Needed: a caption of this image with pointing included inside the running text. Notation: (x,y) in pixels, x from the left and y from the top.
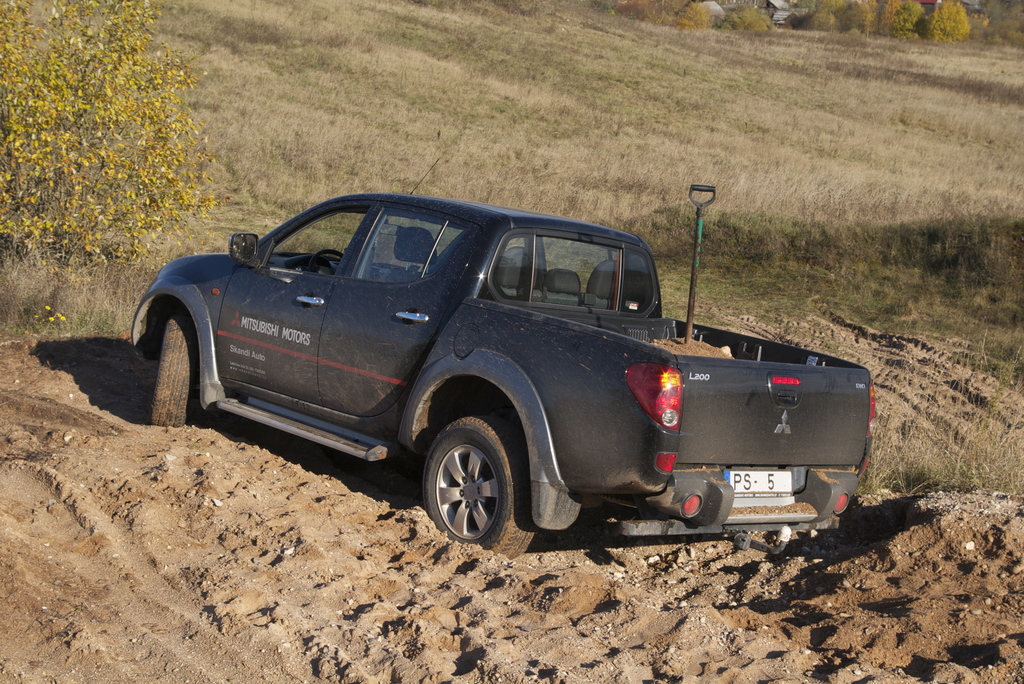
In the image we can see there is a car (438,338) standing on the ground (581,583) and the ground (569,606) is covered with mud (398,617) and beside there is a ground (706,138) covered with grass (891,248). Behind there are lot of trees (66,172).
